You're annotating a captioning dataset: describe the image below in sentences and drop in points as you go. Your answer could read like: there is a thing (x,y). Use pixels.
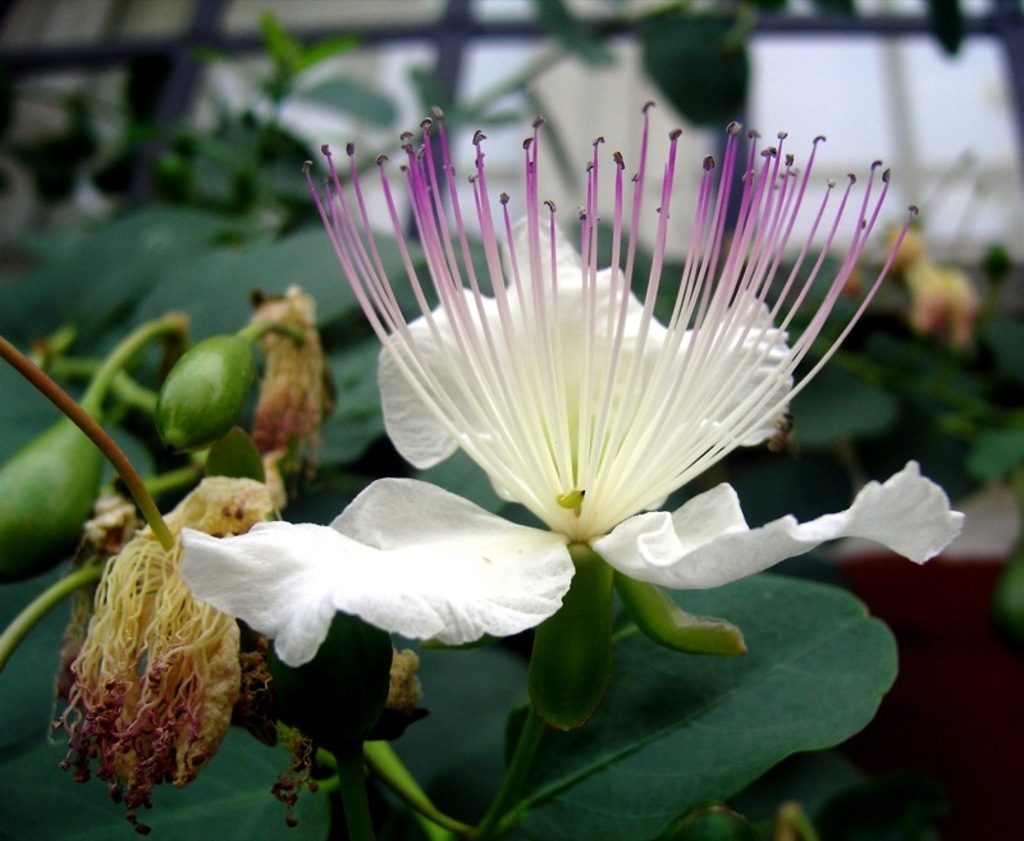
There is a white color flower (494,427) in the middle of this image (501,447). We can see fruits (213,391), leaves (830,703) and stems (395,767) in the background (190,471).
